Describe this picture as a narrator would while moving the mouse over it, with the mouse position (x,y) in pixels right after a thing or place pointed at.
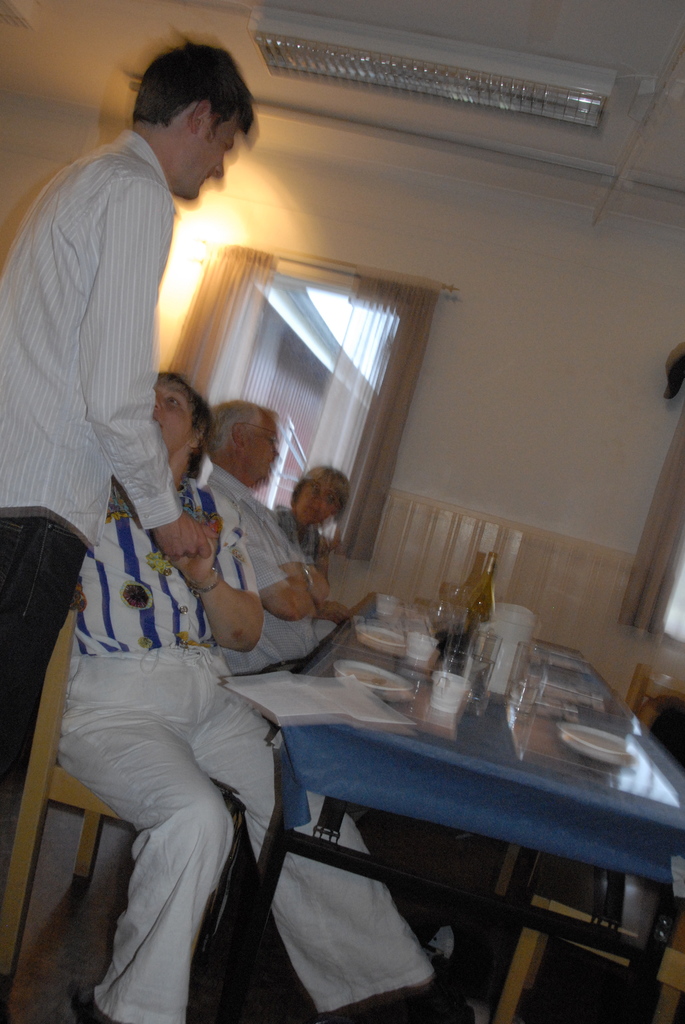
In this picture there is a man (125,382) standing over here and three old people (258,573) sitting on the chair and have a table (602,781) in front of them with some saucers (601,736), cup (453,677), water glasses (488,676), a wine bottle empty chairs (666,686) on to right (665,676) and in the backdrop (573,373) on the wall (554,281) is a window (333,344) with the curtain (185,354) and this is a lamp (185,259).
